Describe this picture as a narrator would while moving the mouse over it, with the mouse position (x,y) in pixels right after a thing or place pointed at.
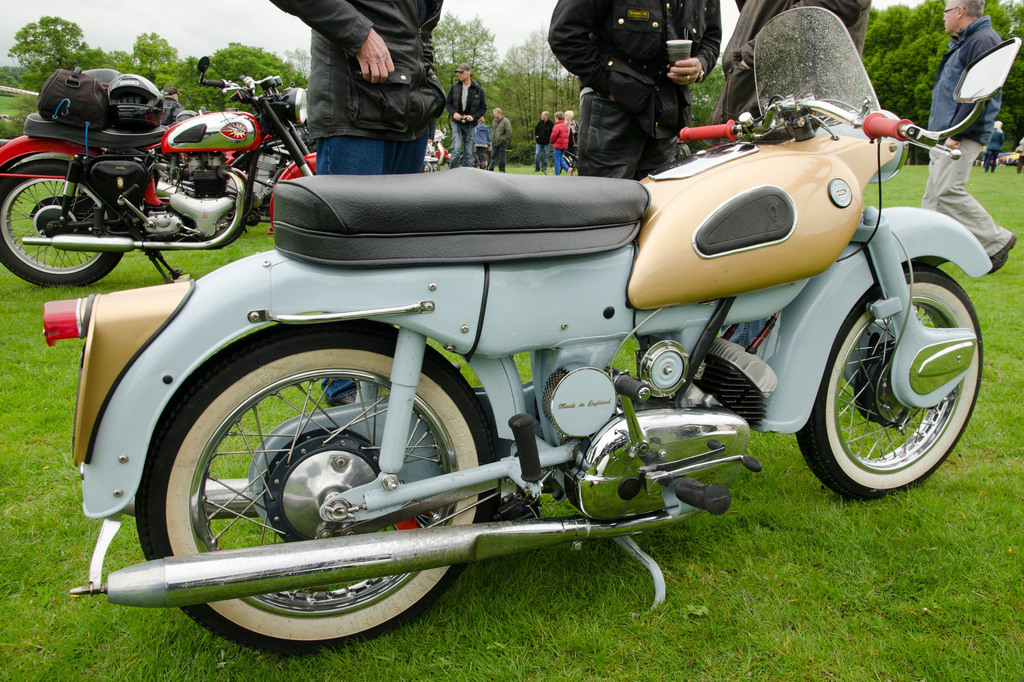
In this picture, we can see three men (428,49) are standing in front of a bike (761,294). On the right side (970,31), there is a man (978,49) walking on the grass (1018,351). On the left side (49,240), we can also see a bike (184,185), on that bike (181,153) there is a bag (98,127) and a helmet (121,112). In the background (542,89), we can see group of people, trees (522,79). On top there is a sky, at the bottom (915,575) there is a grass (811,544).
